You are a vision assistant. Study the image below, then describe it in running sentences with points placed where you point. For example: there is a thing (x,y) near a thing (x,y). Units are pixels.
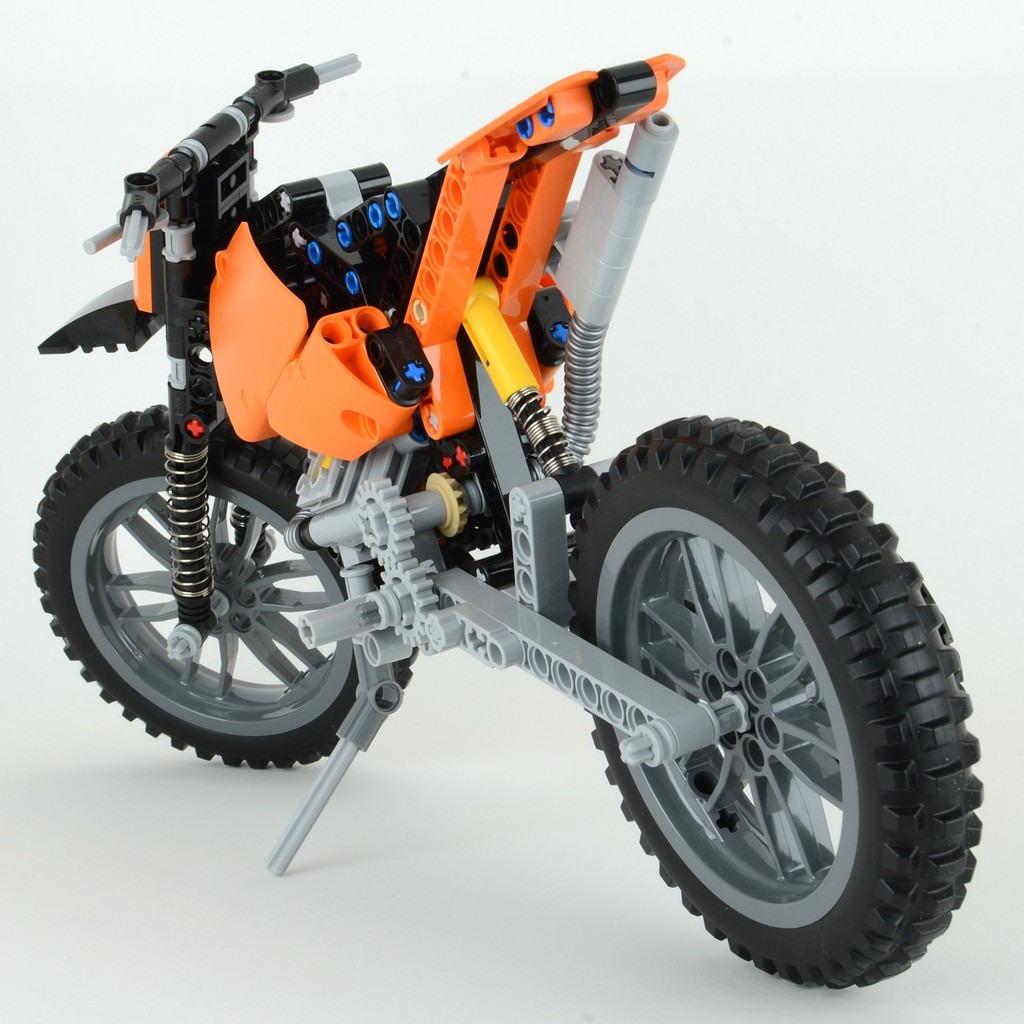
In this image we can see a motor vehicle (886,621).
